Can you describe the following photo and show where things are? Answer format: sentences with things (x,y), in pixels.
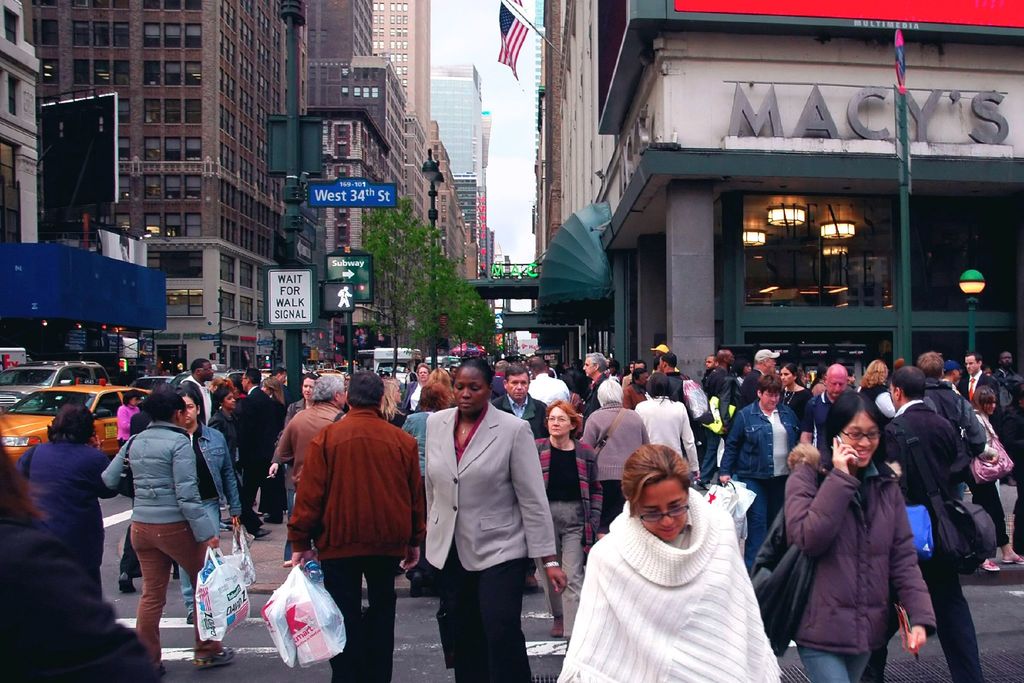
In the center of the image (369,417) there are people (751,592) walking on the road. In the background of the image (559,187) there are buildings (187,164). There are poles (299,47). There is a tree (452,297). There is a flag (521,42). To the left side of the image (5,391) there are vehicles (57,374) on the road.
